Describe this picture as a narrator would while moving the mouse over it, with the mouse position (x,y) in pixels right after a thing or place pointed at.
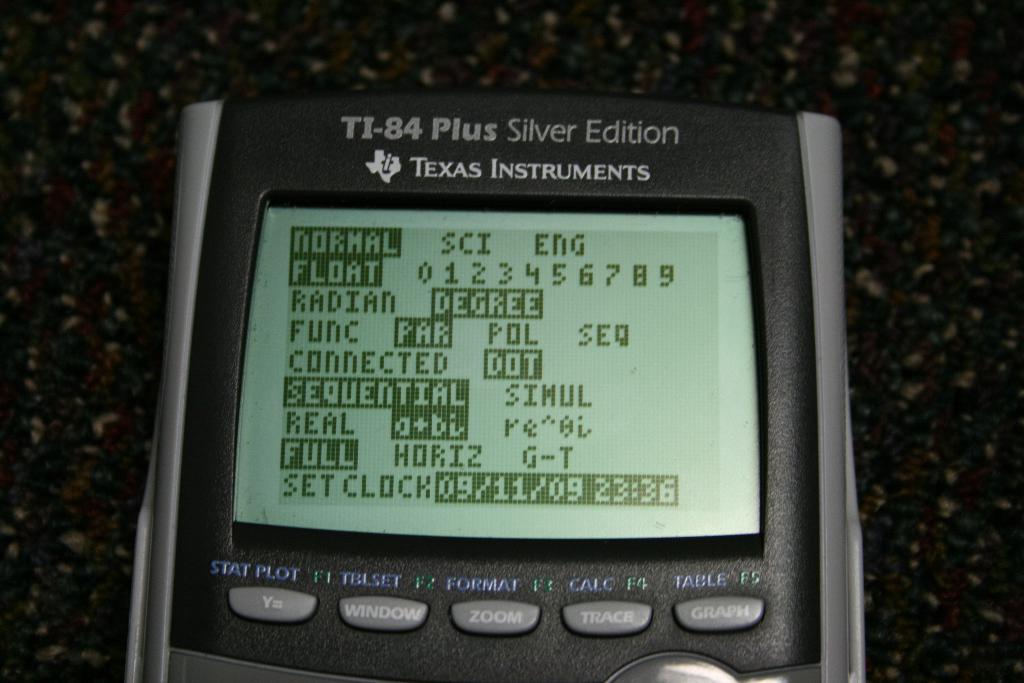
At the bottom of the picture (539,498), we see the scientific calculator (410,384) which is displaying some text (460,417). We see the buttons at the bottom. In the background (96,231), it is in black, red and blue color. It might be a curtain (933,468).
